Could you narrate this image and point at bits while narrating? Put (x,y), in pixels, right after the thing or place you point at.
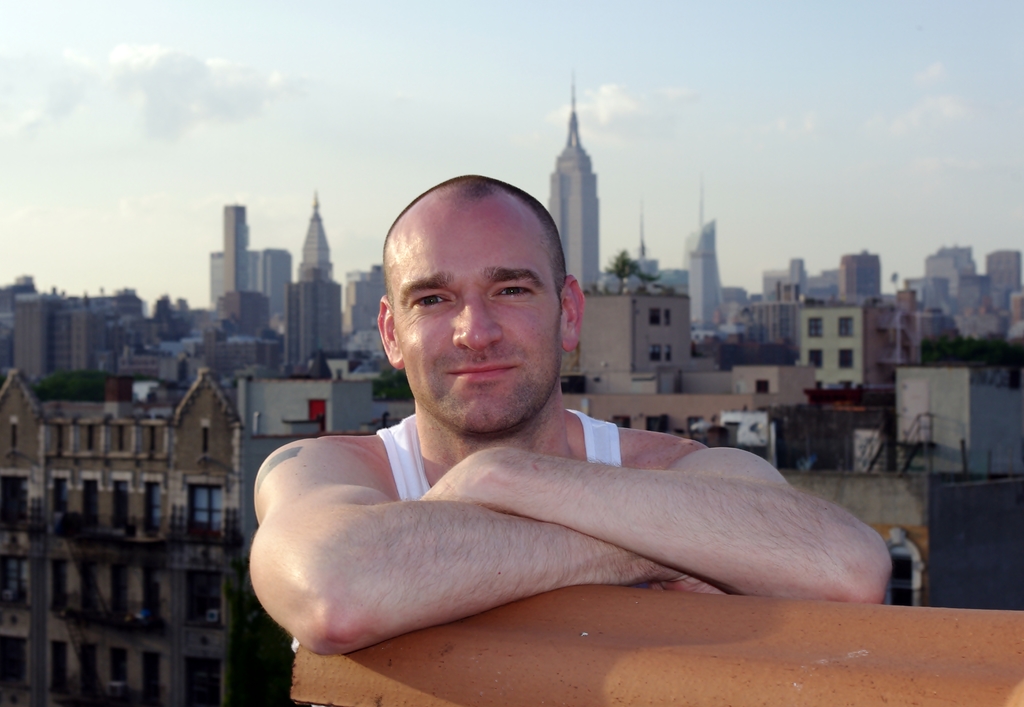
In this image I see a man (476,391) over here and I see the orange color thing (639,615) over here. In the background (743,380) I see number of buildings (908,427) and I see the clear sky (703,69).
